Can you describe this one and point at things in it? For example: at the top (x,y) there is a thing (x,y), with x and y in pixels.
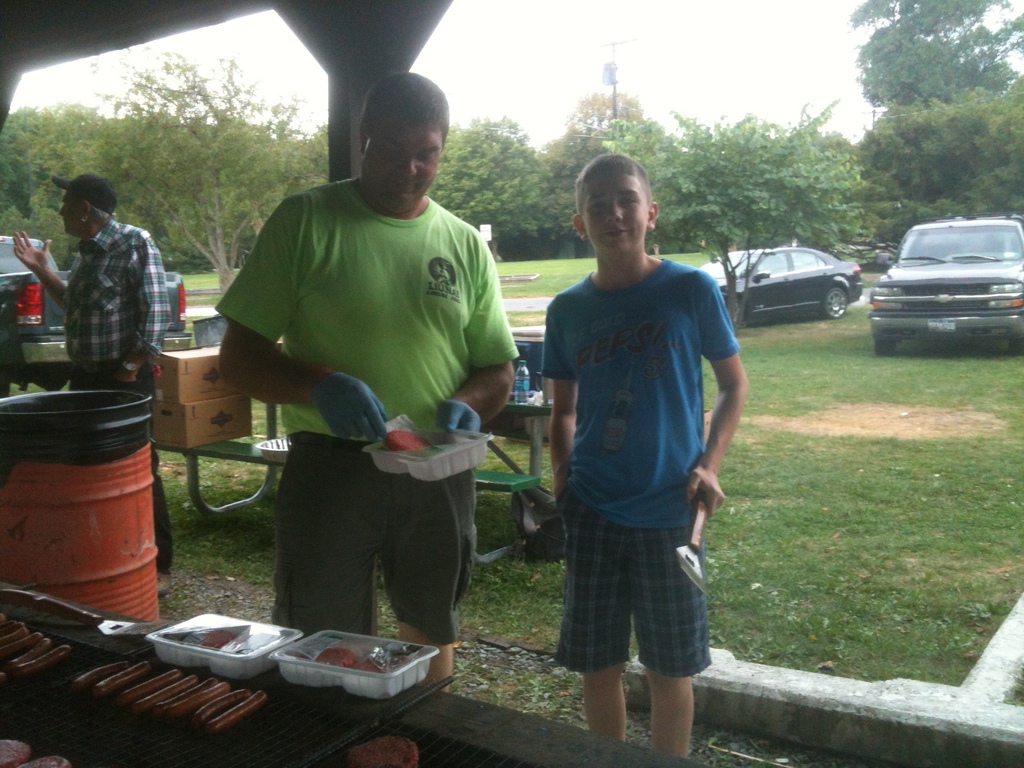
In this picture we can see three men (157,331) standing and some cars (767,276) behind them and some trees (761,144) and the men (623,553) holding some things (441,467) in their hands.
